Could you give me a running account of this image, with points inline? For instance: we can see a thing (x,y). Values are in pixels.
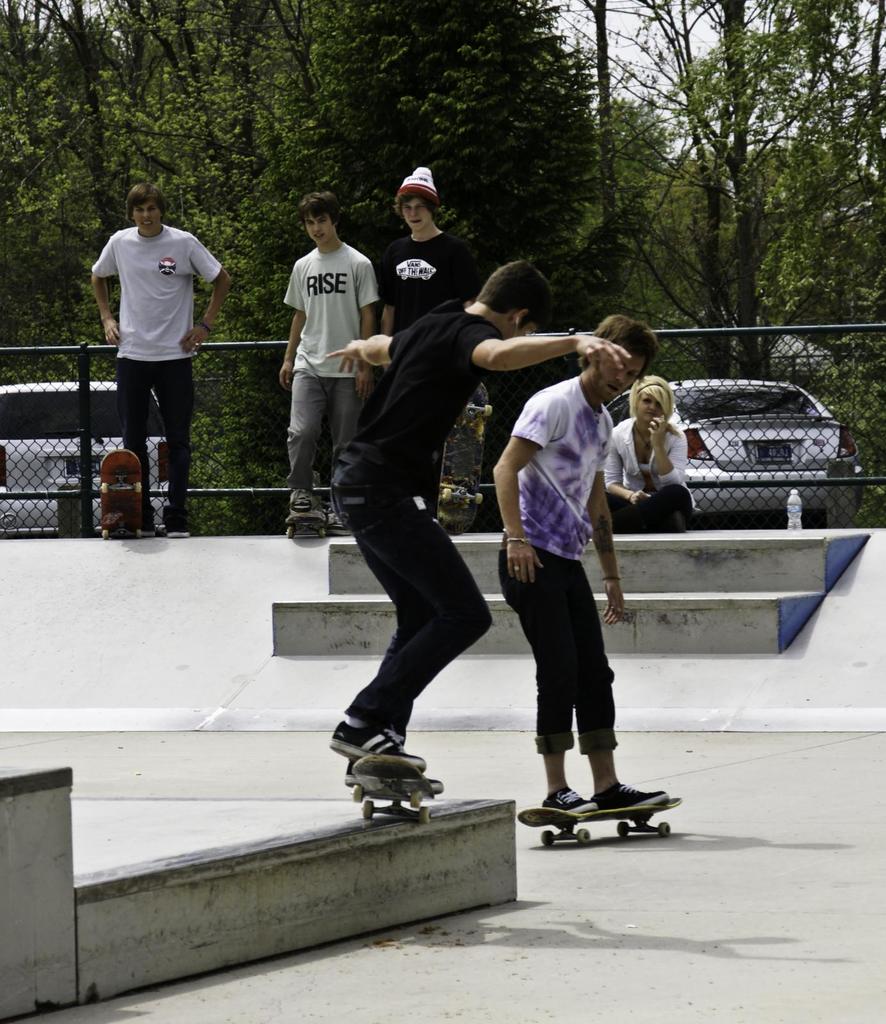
In the center of the image (554,632) we can see two people (547,726) skating. In the background (619,518) there is a lady (671,517) sitting, next to her there are three people (373,329) standing. There is a bottle (801,507). We can see cars (711,442), trees (244,478), fence (781,482) and sky (623,48).
